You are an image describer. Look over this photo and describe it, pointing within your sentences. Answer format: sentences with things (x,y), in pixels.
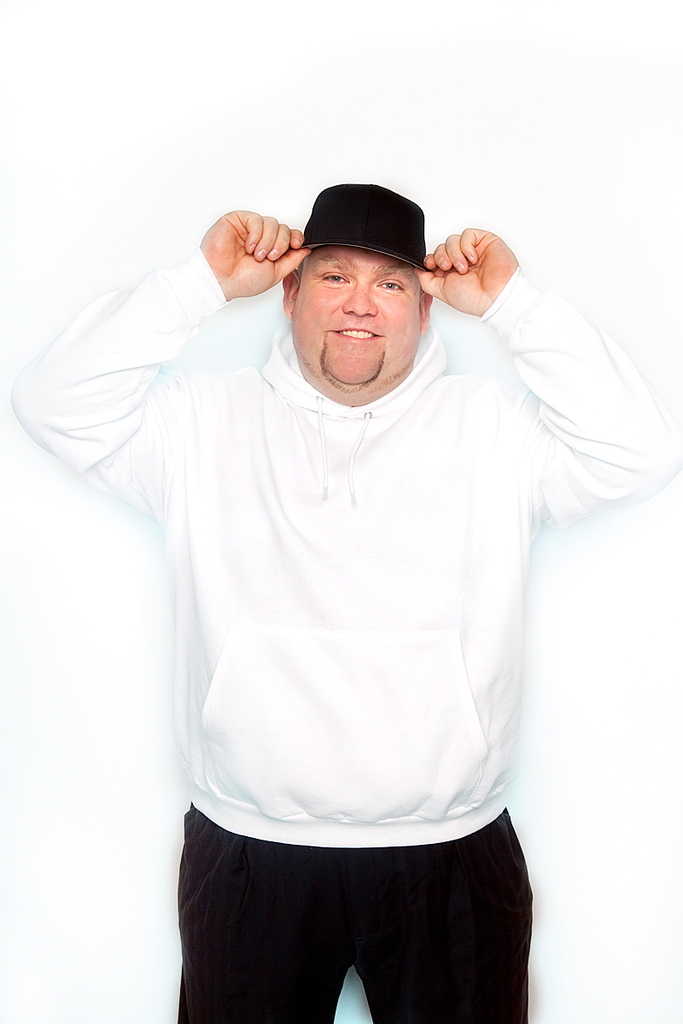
In the image there is a man (340,728), he is wearing a white hoodie (431,664) and black trouser (465,919) and black hat (370,216). He is posing for the photo, the background of the man (333,562) is white.
